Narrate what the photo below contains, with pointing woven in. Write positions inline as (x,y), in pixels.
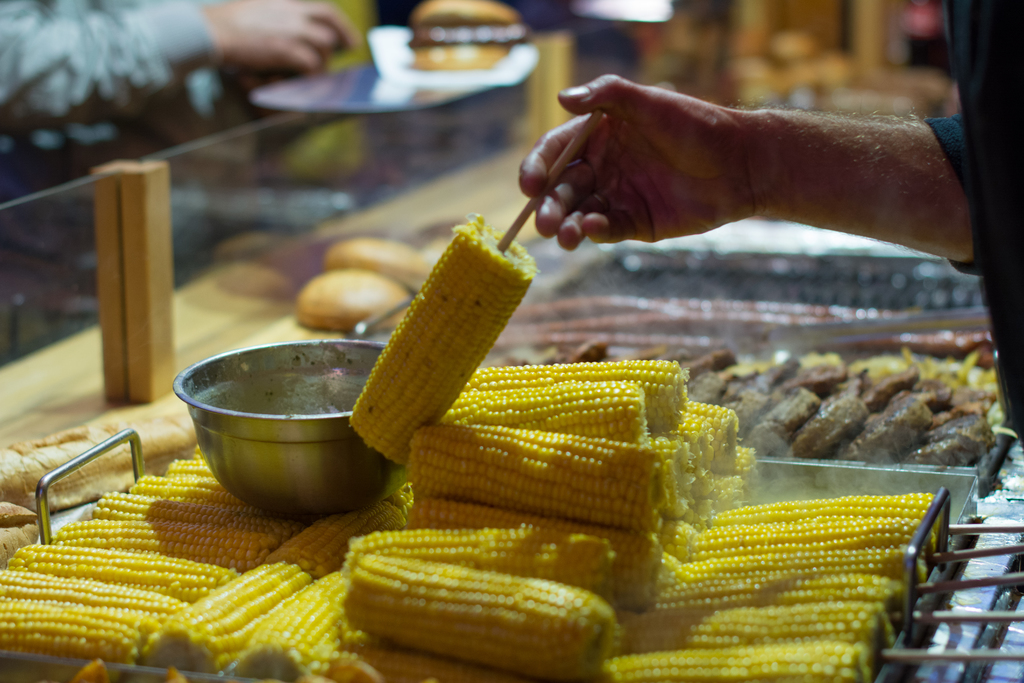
In this image there is a hand (641,175) of a person (931,179) to the right (713,197). the person (650,186) is holding a stick (524,215). The stick (534,211) is inserted into the cob (430,331) of the maize (451,365). In front him there is a table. There are buns (304,314), corns (709,575), a bowl (339,441) and food (813,353) on the table (826,351). There is the glass (235,259) on the edge (61,350) of the table (57,364). In the top left (266,9) there is hand (237,21) of another person (195,28).
